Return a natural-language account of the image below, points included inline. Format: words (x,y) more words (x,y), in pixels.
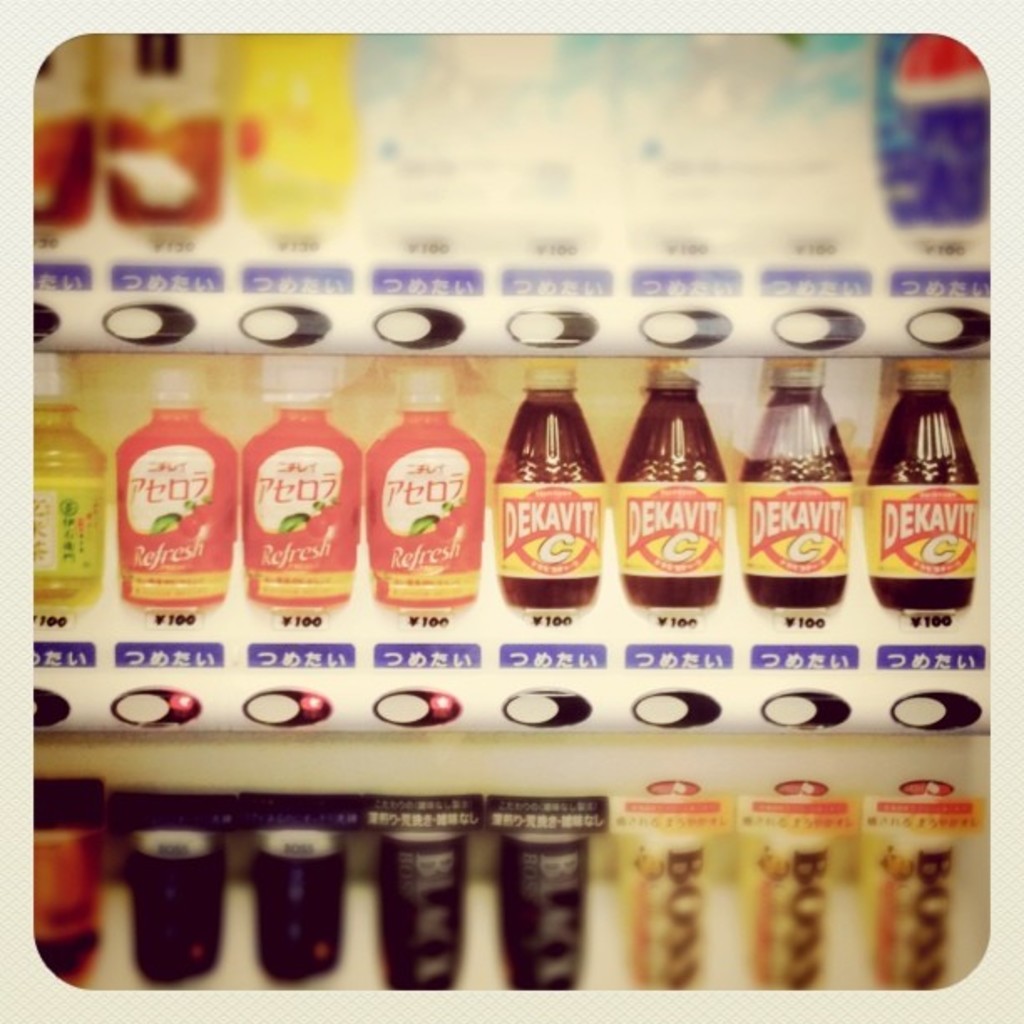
In this image, so many bottles (191,814) we can see. There is a sticker (481,511) on the bottles (437,511). They both are placed on a iron shelf (620,690).
